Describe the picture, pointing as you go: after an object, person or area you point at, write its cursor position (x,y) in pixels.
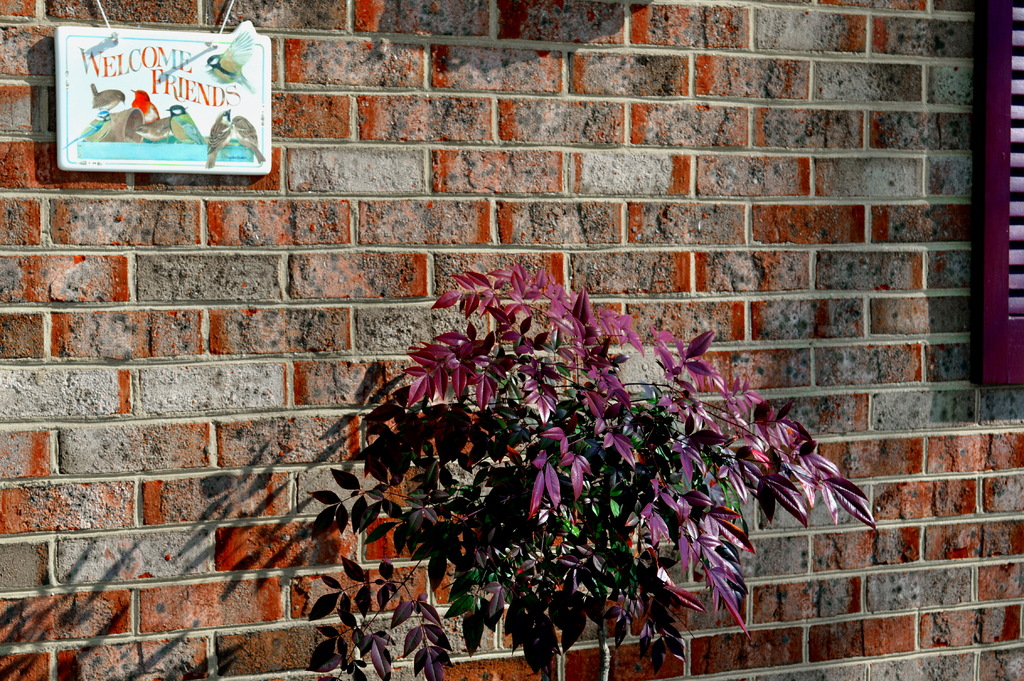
In this picture there are boards (130,133) on the wall (936,479) and there is text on the board (87,130) and there is a plant (792,472) in the foreground (547,604) and there is a shadow (328,432) of the plant (487,367) on the wall (191,514).
